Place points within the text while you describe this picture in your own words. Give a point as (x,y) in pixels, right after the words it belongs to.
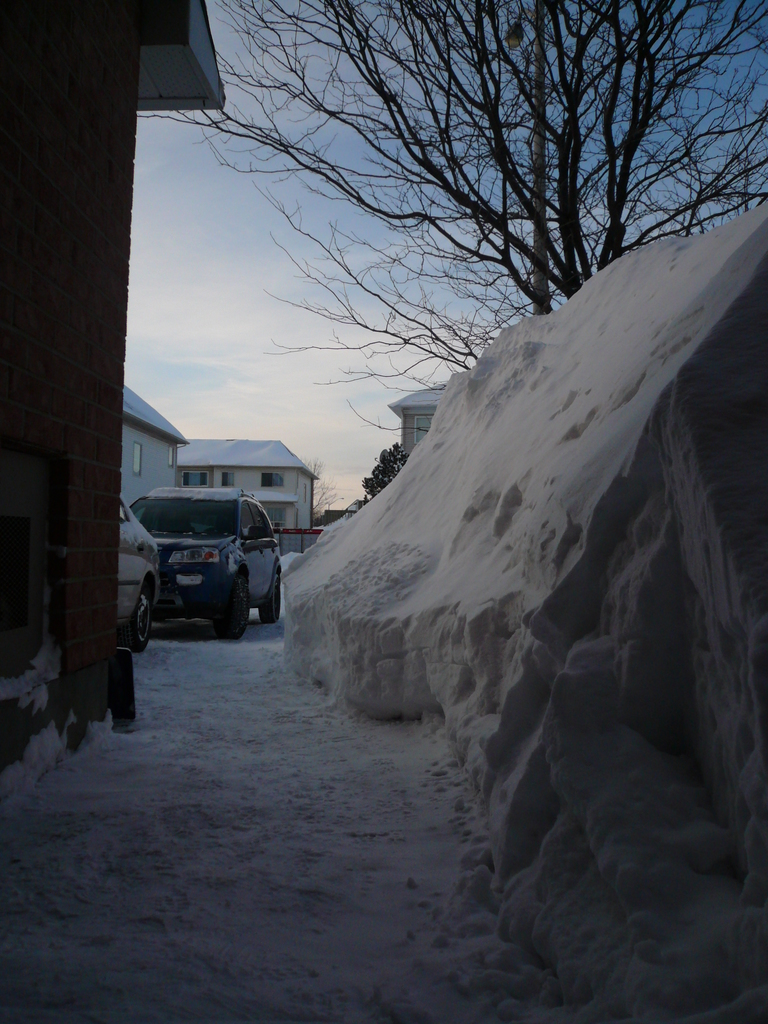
In this image we can see snow (321,683), cars (262,593), houses (234,456), trees (485,317), sky (387,317) and clouds (180,331).
